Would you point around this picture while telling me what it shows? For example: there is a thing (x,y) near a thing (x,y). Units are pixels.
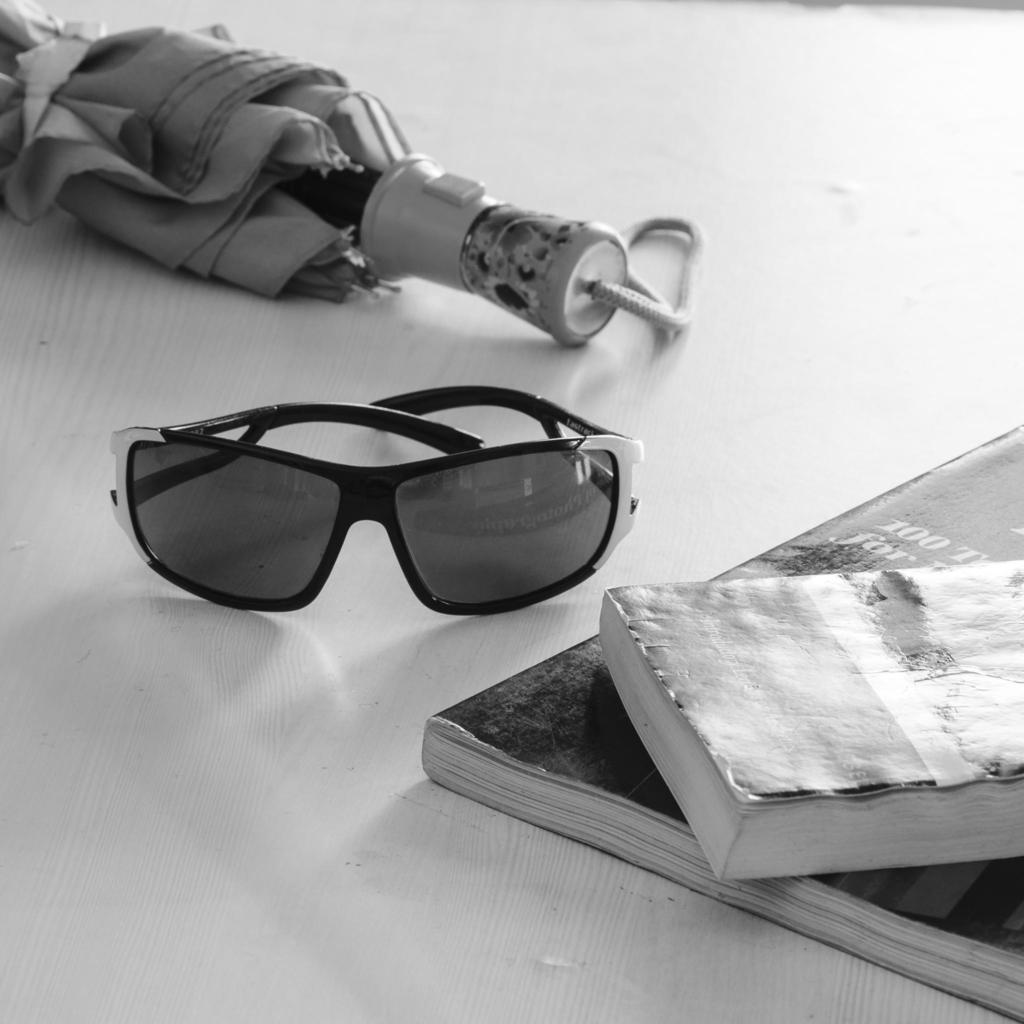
As we can see in the image there is a table (815,126). On table (310,951) there are books (676,733), spectacles (360,507) and an umbrella (289,124).
